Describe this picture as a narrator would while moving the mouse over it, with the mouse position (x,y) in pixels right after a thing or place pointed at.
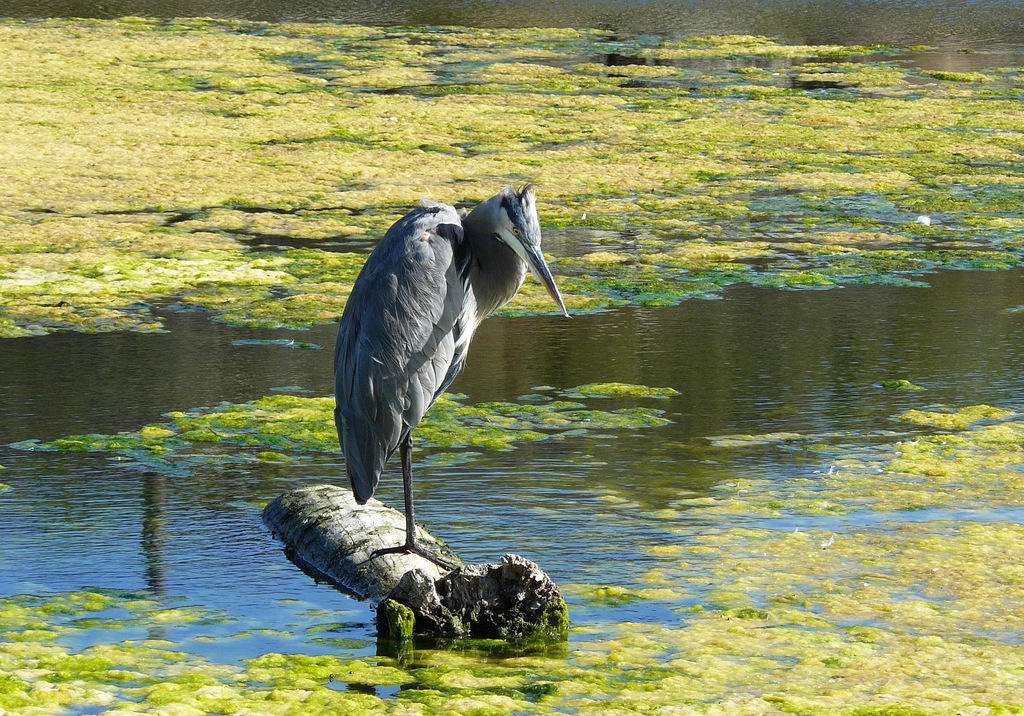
In the center of the image (416,326) we can see a bird (398,438) on log (421,602). In the background (686,458) there is water (668,341).
